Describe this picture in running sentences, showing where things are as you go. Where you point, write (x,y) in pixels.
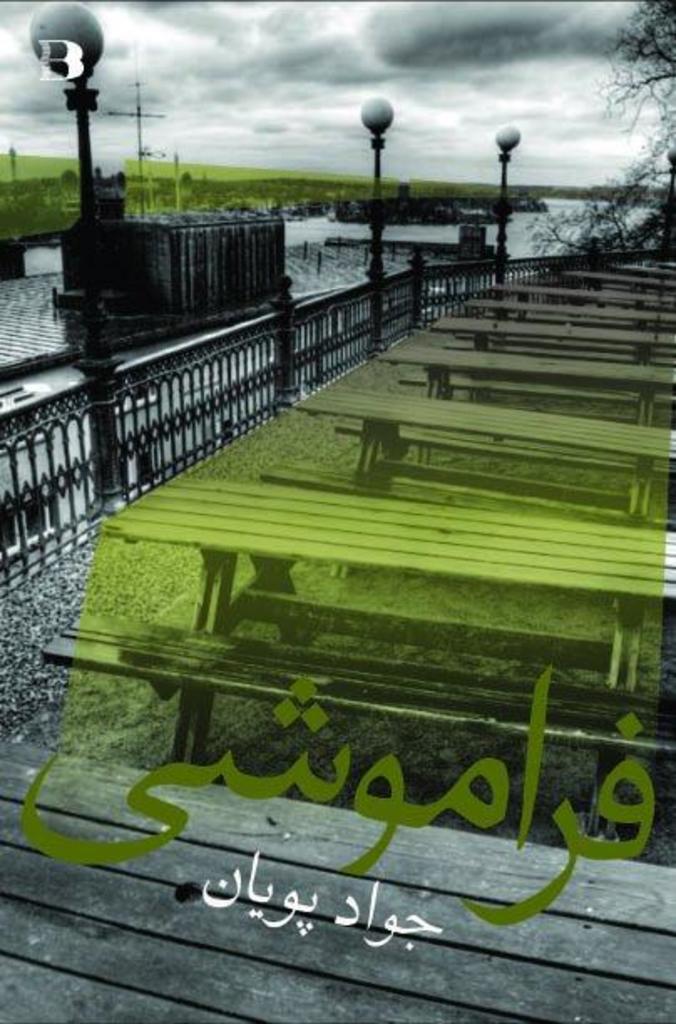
In this image I can see few benches (672,710), tables (633,675), poles (670,218), railing (292,360), water (580,207), trees (612,247) and the sky (205,43). I can see the black color object (120,308) on the wooden path (481,893) and something is written on it.
